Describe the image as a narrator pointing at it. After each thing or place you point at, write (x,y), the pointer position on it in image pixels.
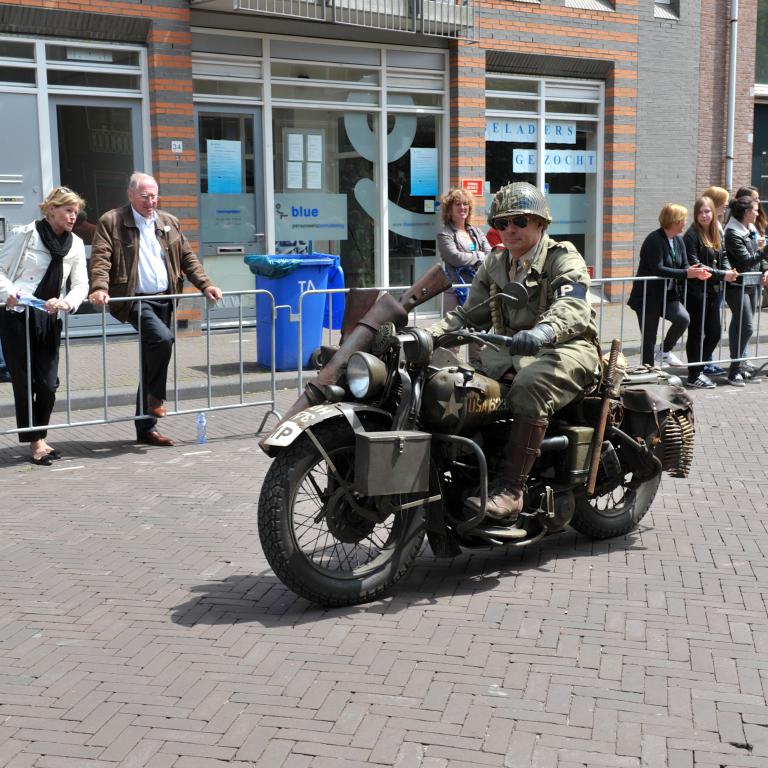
In this image, there are some persons (58,244) wearing clothes (40,239) and standing in front of the fencing (103,326). There is person (504,353) who is in the center of the image (511,346) riding a bike (516,295) and wearing helmet (535,215). There is a building (387,41) at the top of the image (568,67) and there is a dustbin (306,270) in front of it.
